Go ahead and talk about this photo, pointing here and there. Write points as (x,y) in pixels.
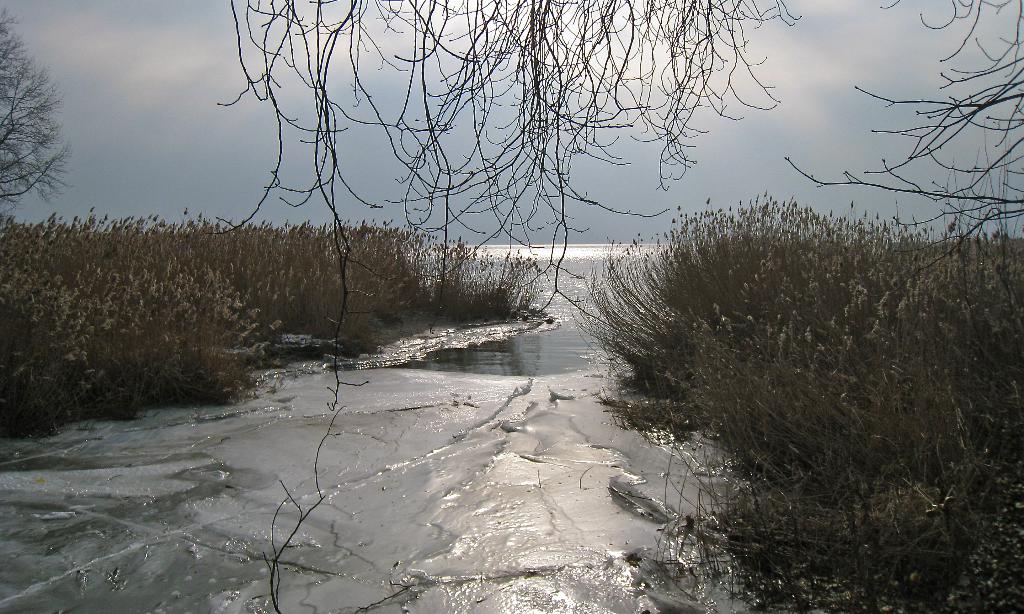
Here we can see water (587,308), plants (665,337), and trees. In the background (112,53) there is sky (615,177).
